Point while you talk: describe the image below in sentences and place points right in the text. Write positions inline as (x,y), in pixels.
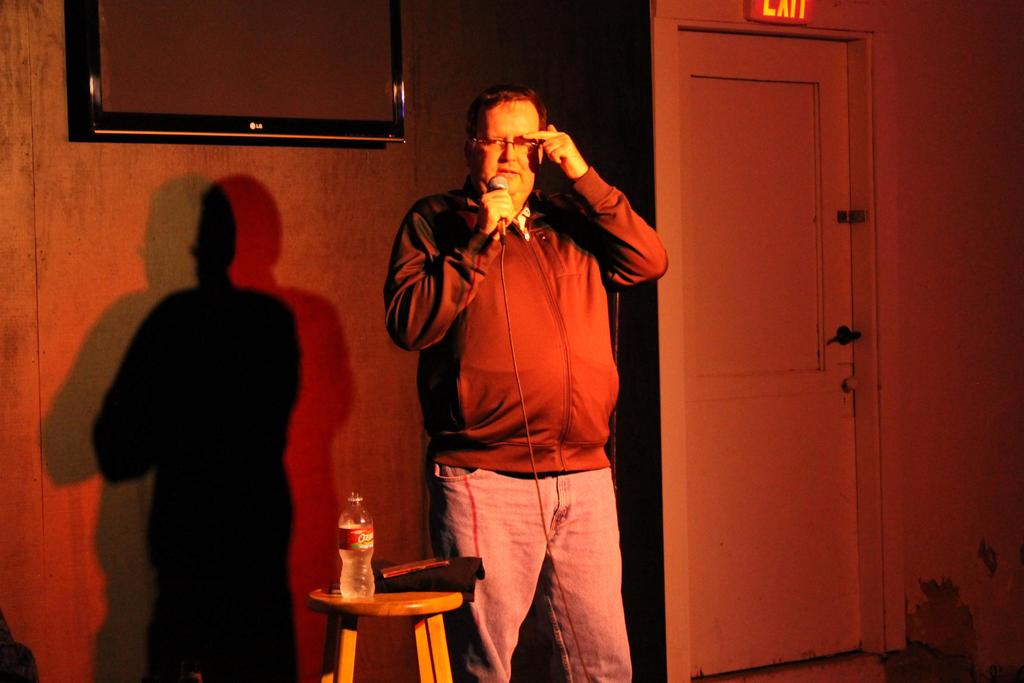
This man (487,170) is holding a mic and wearing jacket (522,354). On this table (406,608) there is a bottle (357,525). A television (295,62) on wall (29,82). This is door (801,345) with handle (848,330). On top (800,10) there is a exit board (787,12).
